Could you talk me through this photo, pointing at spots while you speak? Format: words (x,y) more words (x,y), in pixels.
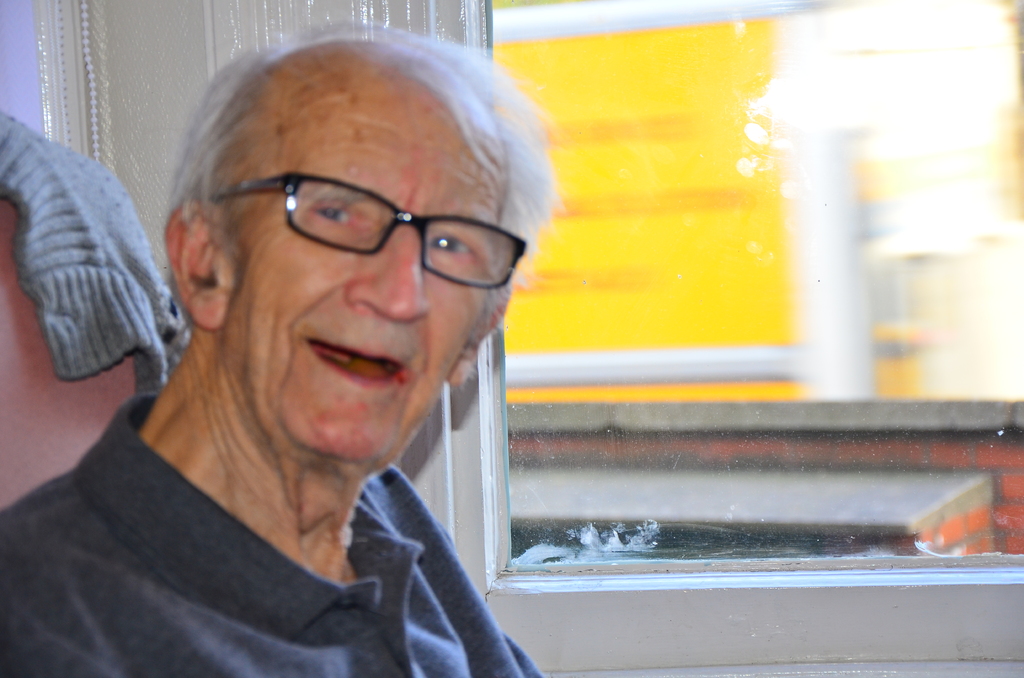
In this image an old man (231,587) is sitting on chair (100,411). He is smiling. In the background (600,291) there is glass window (806,406). Through which we can see outside buildings (715,399).
